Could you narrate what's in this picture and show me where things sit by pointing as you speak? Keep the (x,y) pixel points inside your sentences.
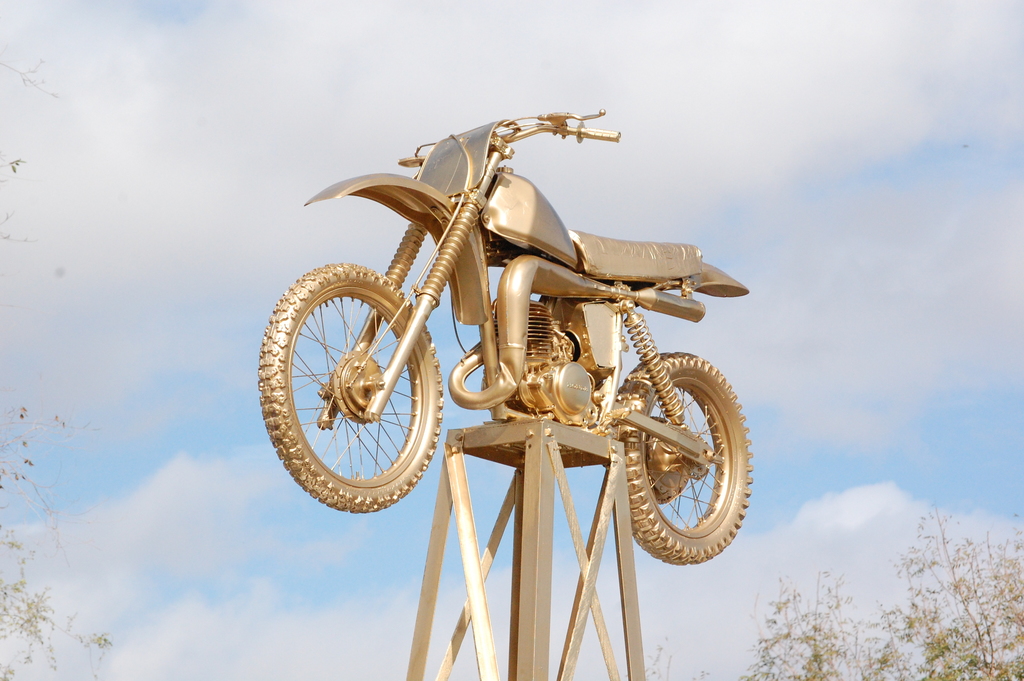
This is an outside view. In middle of the image (404,348) there is a motorcycle (350,365) placed on a metal stand (522,460). It seems like this motorcycle (490,328) is made up of iron (648,363). In the background (818,628) there are some trees (810,636). At the top of the image (863,225) I can see the sky (809,138) and clouds (734,99).
